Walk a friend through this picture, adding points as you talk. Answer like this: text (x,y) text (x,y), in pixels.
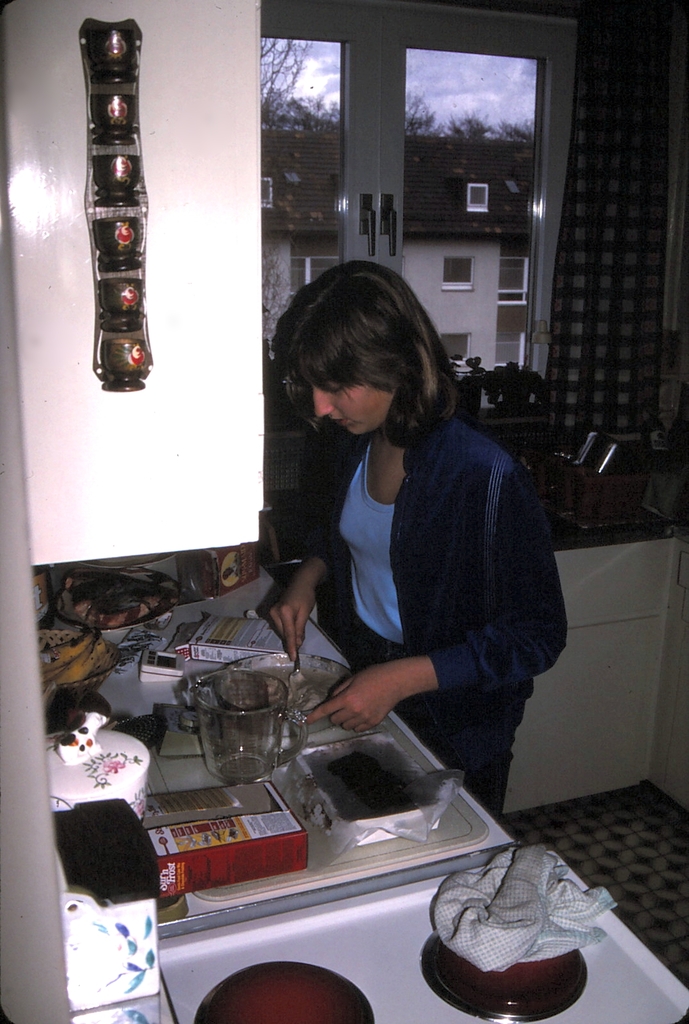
In this picture we can see a woman (475,551) standing in front of a counter top (109,679), there is a jug (237,742), a box (246,799), a bowl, a plate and some other things (188,588) present on the counter top (312,640), we can see a cloth (544,923) here, in the background (489,298) there is a window (480,299), from the window (381,232) we can see a house (439,241) and a tree (286,105), there are plants (513,400) here.
